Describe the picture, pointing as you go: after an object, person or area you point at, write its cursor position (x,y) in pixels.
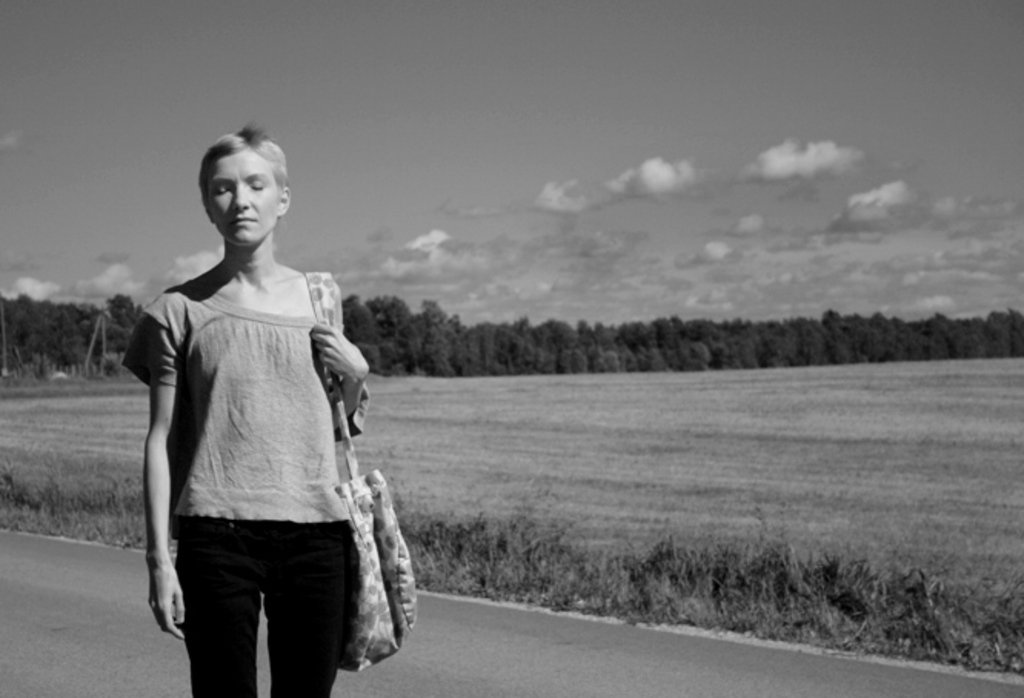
In this image I can see the person (209,442) wearing the dress (288,524) and the bag (372,547). To the side of the person (290,537) I can see the grass (622,566) and many trees (479,338). In the background (645,305) I can see the clouds (526,285) and the sky (300,172) and this is a black and white image.
